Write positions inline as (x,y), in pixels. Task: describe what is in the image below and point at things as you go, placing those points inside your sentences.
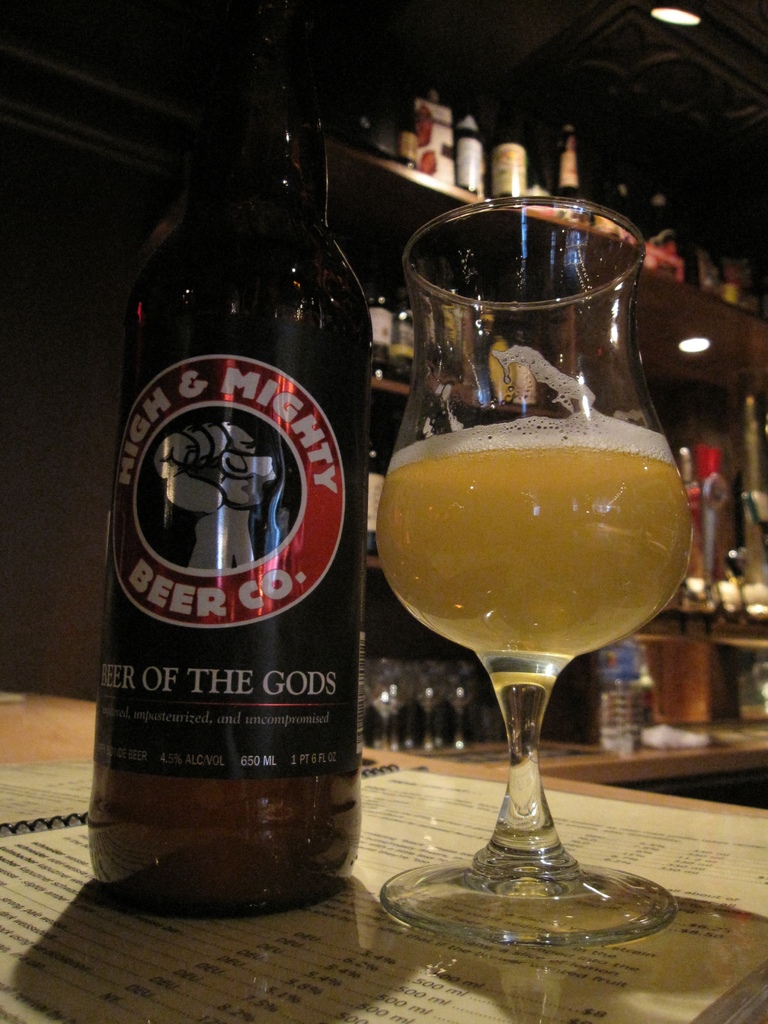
In this picture we can see a bottle (119,483), and glass (428,350) on the table (52,704). This is card (298,966). On the background (663,303) we can see a rack (663,303). And this is light (696,16).
